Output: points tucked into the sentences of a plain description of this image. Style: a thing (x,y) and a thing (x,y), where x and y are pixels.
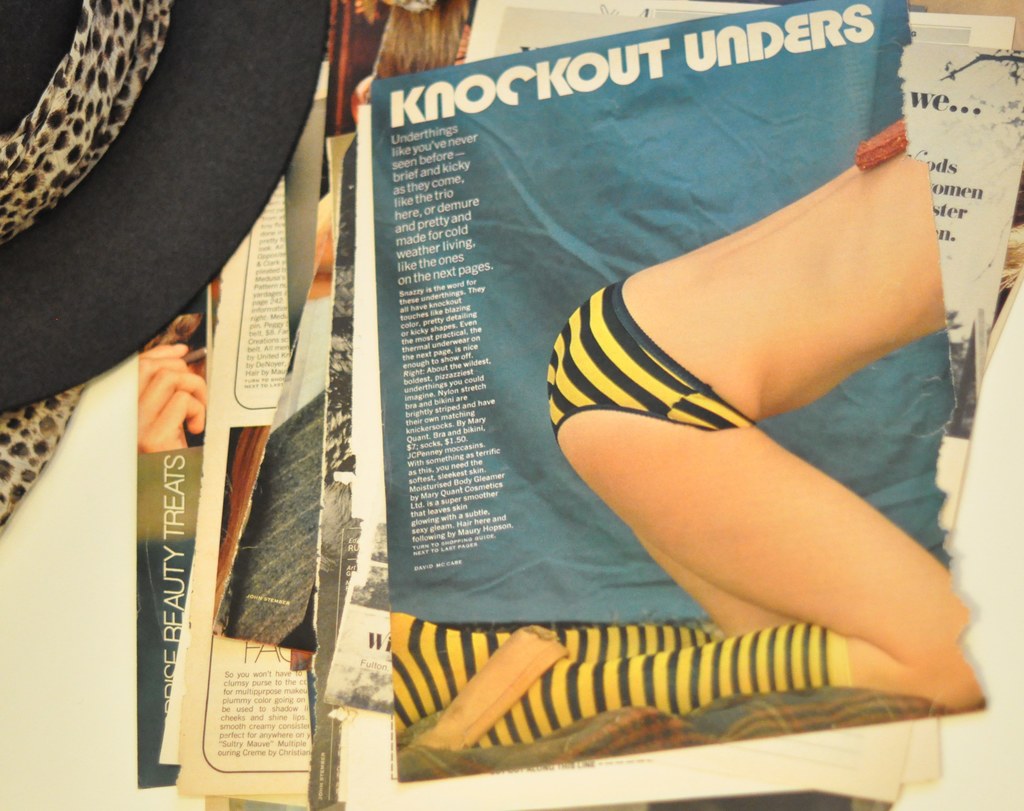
In this picture in the center (379,415) there are papers (379,415) with some text (467,377) written on it and on the left side (72,161) there is hat (210,62) which is black in colour.
